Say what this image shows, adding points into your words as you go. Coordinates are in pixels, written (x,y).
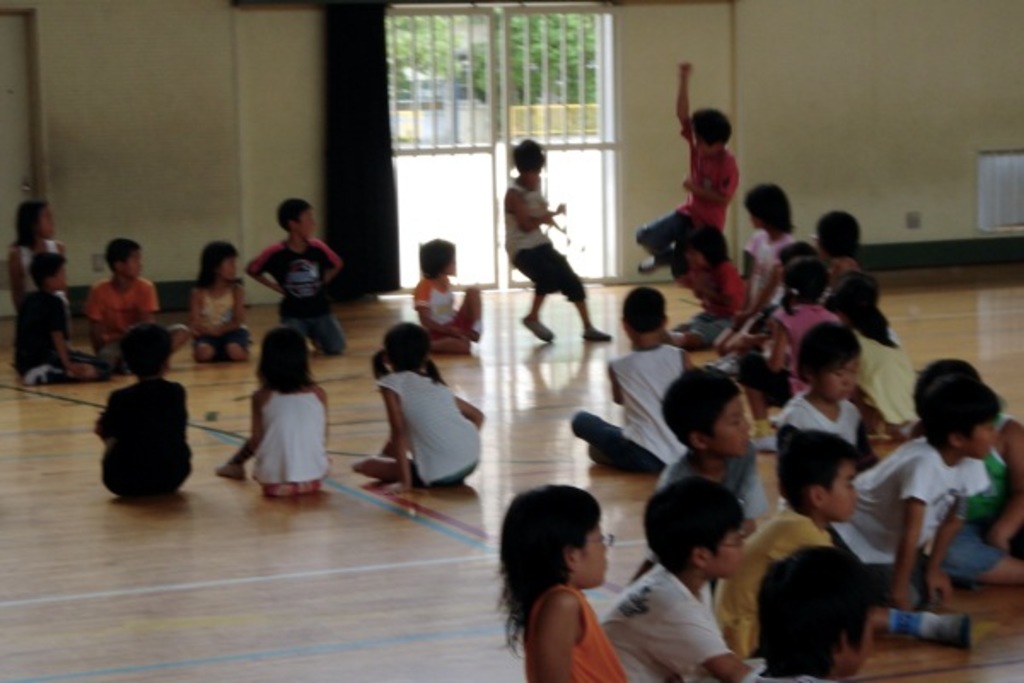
In the picture I can see few kids (634,400) sitting where two among them are standing and there is a fence door (481,115) in the background (463,61).
